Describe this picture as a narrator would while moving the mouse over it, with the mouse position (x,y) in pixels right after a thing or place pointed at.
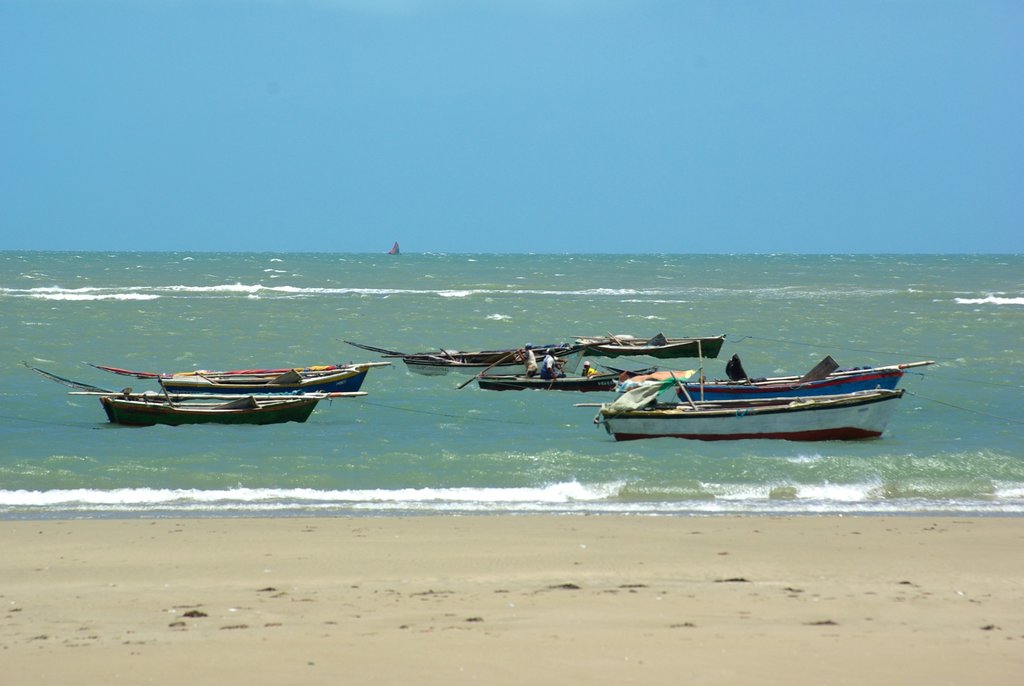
In this image I can see water (584,301) and on it I can see number of boats (237,396). In the centre of this image (539,378) I can see few people (590,370) on a boat (558,388). In the front (695,539) I can see sand (628,550) and in the background (455,144) I can see the sky (573,118).
